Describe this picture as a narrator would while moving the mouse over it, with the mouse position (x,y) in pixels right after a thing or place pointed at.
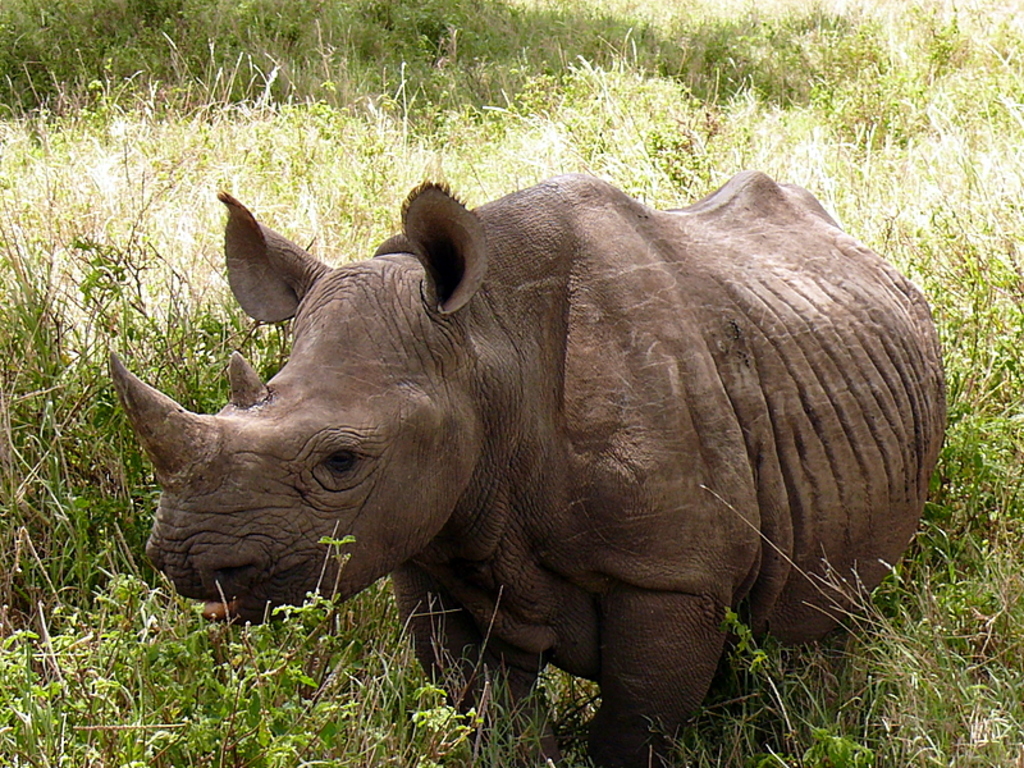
In this picture we can see a rhinoceros (699,648) on the ground (1006,352) and in the background (3,392) we can see plants (615,162).
